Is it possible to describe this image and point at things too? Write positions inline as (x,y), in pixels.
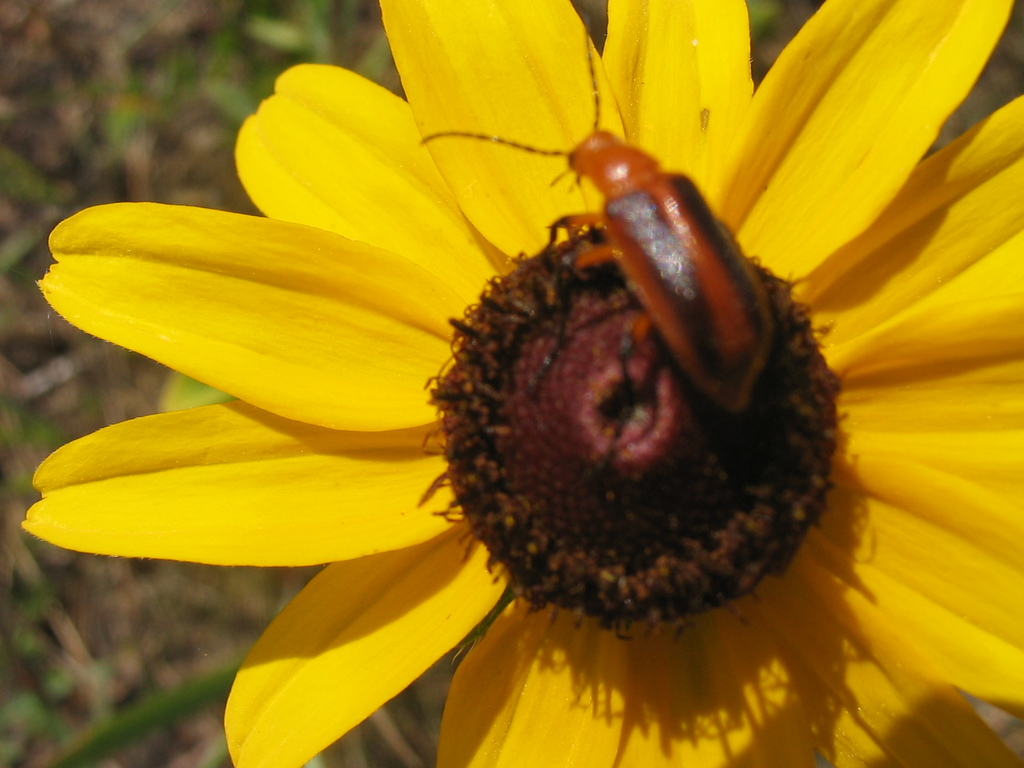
Insect (663,334) is on flower (833,147). Background (120,89) it is blur.
